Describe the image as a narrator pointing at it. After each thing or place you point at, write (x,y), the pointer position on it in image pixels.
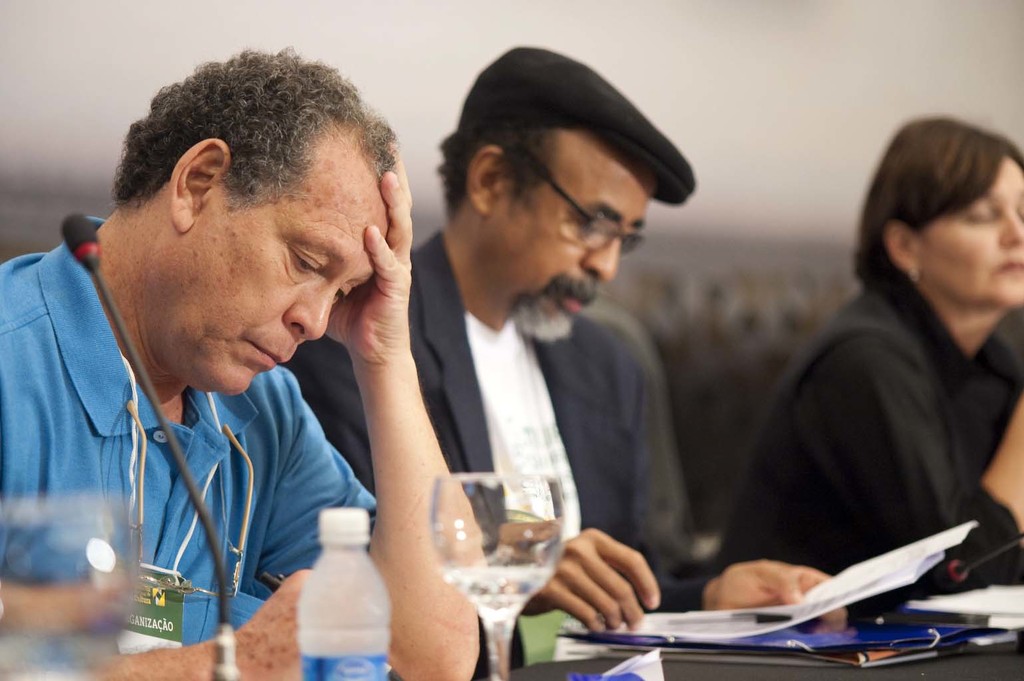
Here in this picture we can see three people (289,336) sitting on chairs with table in front of them, having some files (859,621), papers (572,645), pens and glasses (503,588) and bottles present on it and we can see the person (251,551) in the front (263,605) is wearing an ID card (184,548) and the person (448,323) in the middle (475,429) is wearing a coat (460,362) with spectacles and cap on him and the woman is in blurry manner beside him.
